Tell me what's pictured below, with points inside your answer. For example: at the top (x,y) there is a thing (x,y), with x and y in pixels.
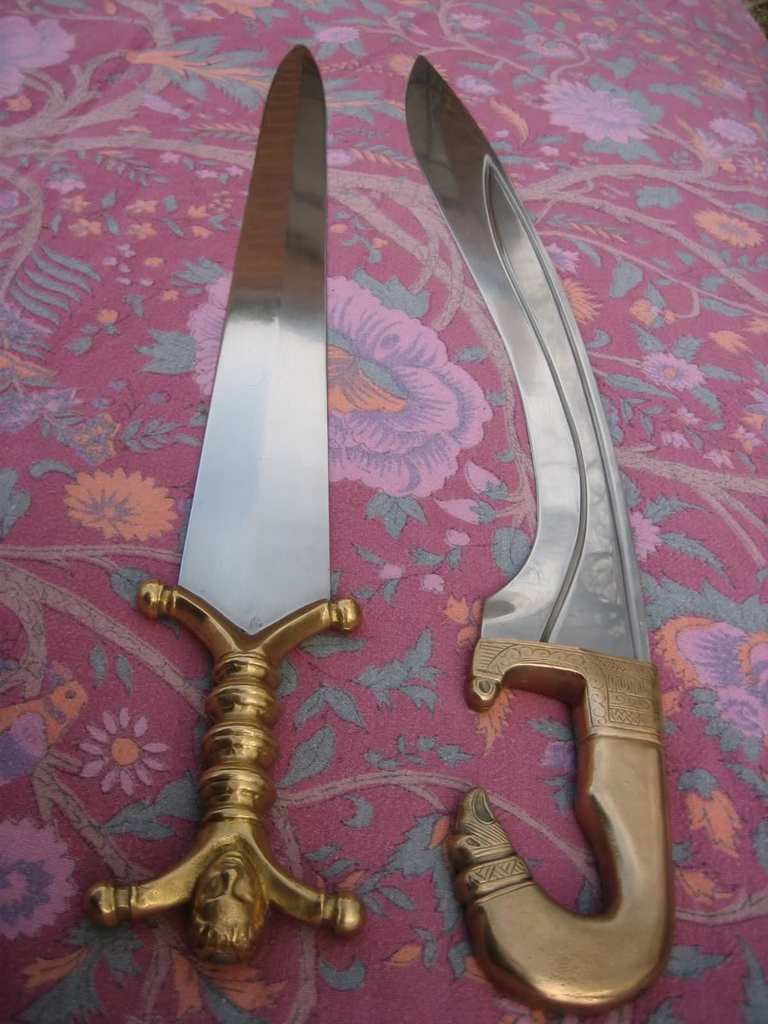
These are the two swords (525,952) on this cloth (415,570).
